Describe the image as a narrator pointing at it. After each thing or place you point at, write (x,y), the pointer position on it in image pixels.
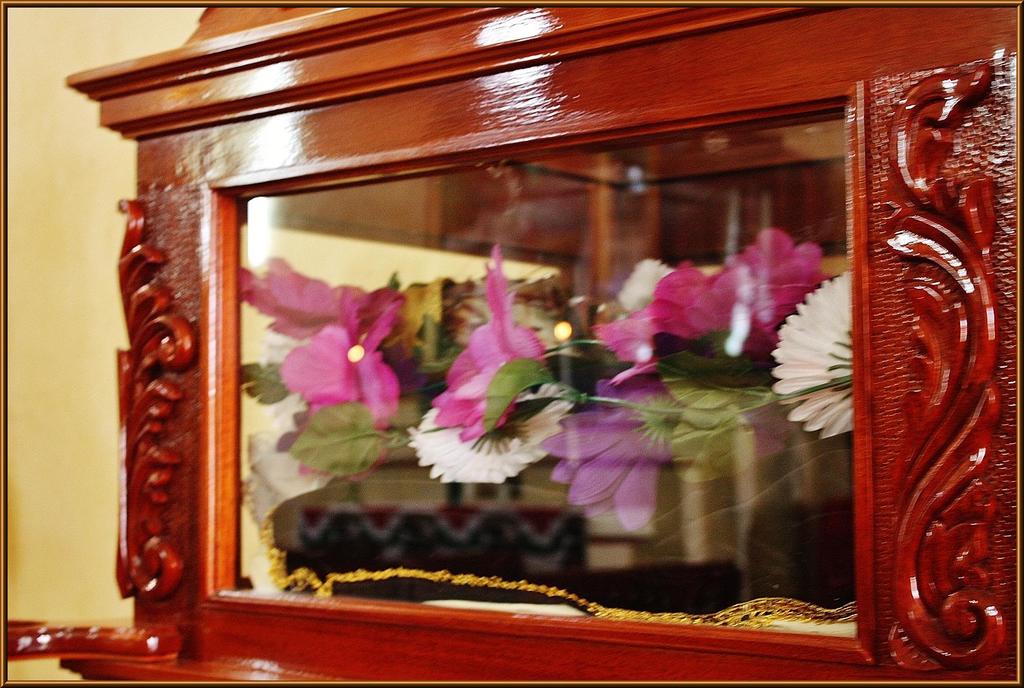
In this image we can see a cupboard (802,472). Inside the cupboard (574,374) flowers (495,263) are there.
